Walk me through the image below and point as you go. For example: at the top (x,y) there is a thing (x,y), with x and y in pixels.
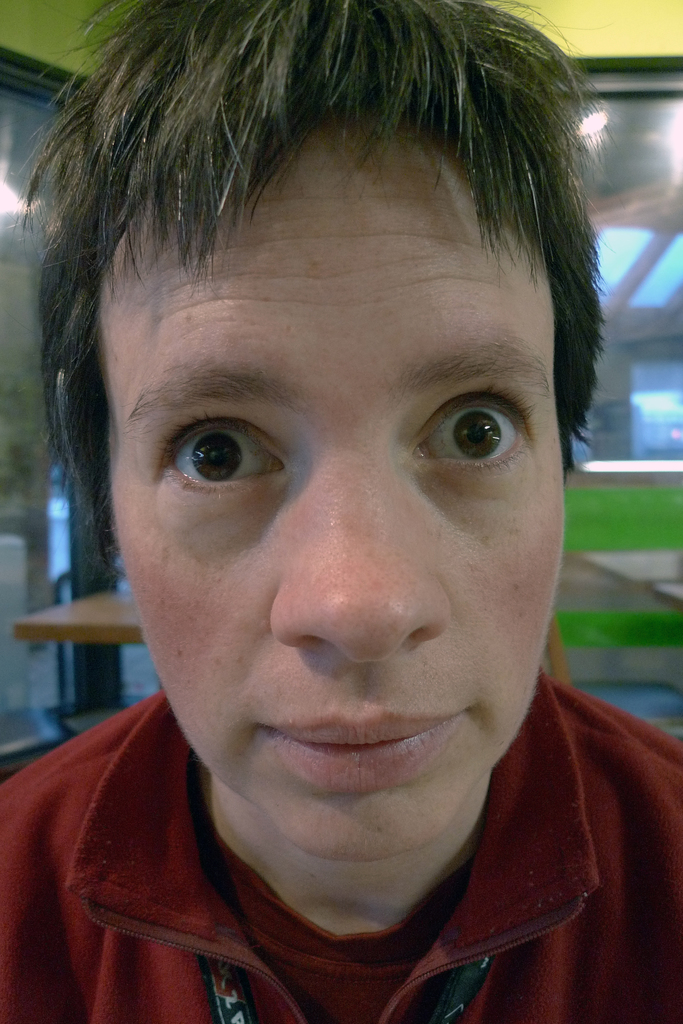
This image consists of a man (443,800) wearing red shirt (280,963). In the background (46,634), there is a table (74,634) and a wall (14,37) along with a window (38,359).
